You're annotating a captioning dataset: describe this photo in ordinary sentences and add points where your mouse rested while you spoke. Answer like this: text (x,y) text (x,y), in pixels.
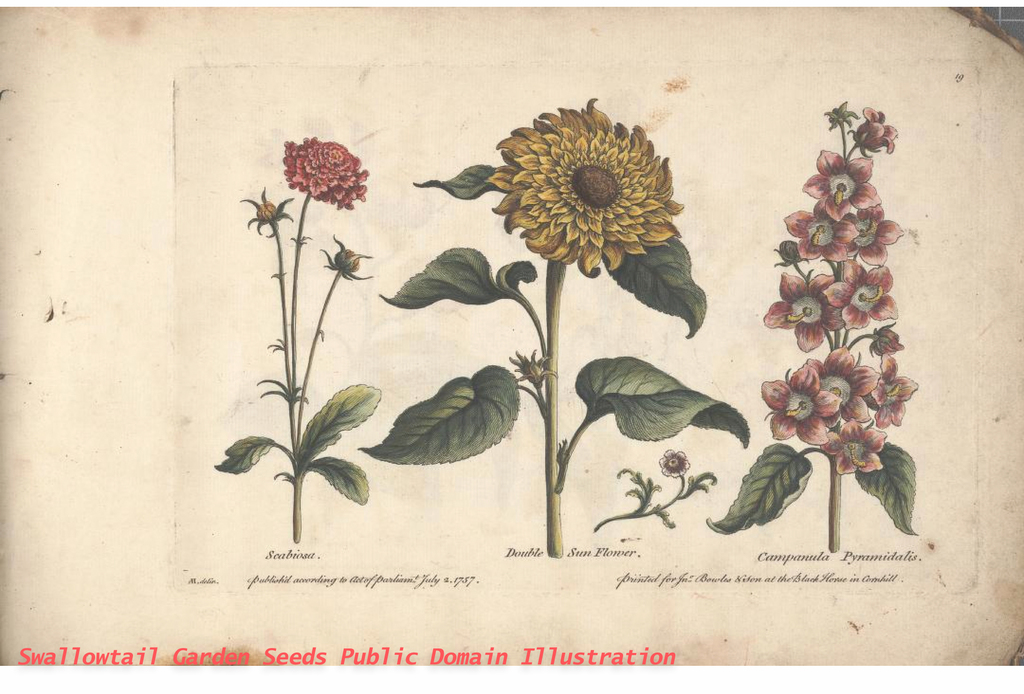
In the picture I can see art of three different kinds of flowers (878,251) to the plant (497,416) and here I can see some labels (253,576) at the bottom of the images and here I can see the watermark (614,655) on the bottom left side of the image (138,659) which is in red color.
